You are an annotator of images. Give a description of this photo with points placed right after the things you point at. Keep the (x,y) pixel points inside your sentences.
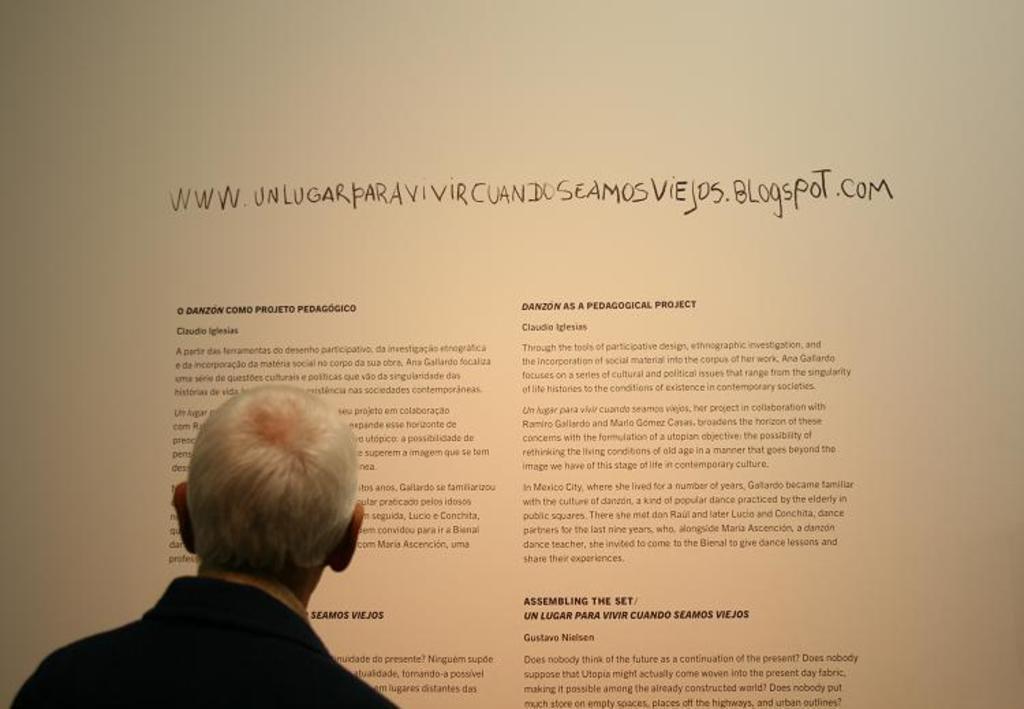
In this picture we can see the head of an old man (148,672) standing in front of a board (529,225) with something written on it.
